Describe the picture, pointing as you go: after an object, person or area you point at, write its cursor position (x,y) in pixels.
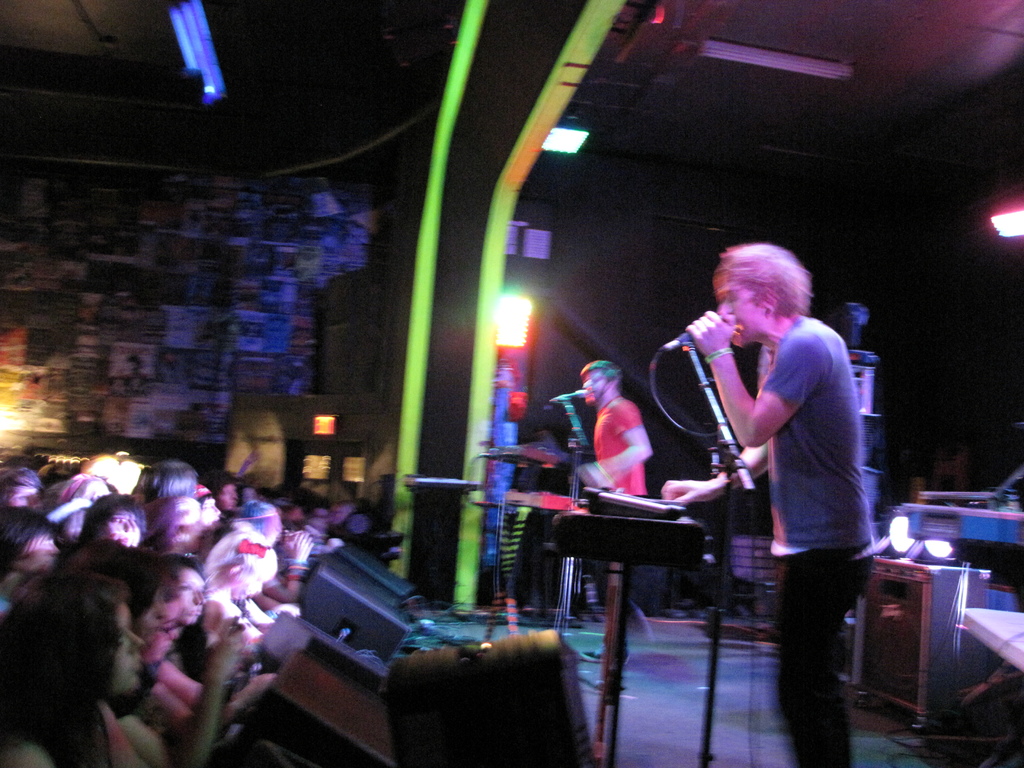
In the picture we can see two men (817,656) are standing on the stage (773,656) and singing songs in the microphone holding it and in front of them we can see some people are standing and watching them, and to the walls (284,190) we can see posters (291,335).
